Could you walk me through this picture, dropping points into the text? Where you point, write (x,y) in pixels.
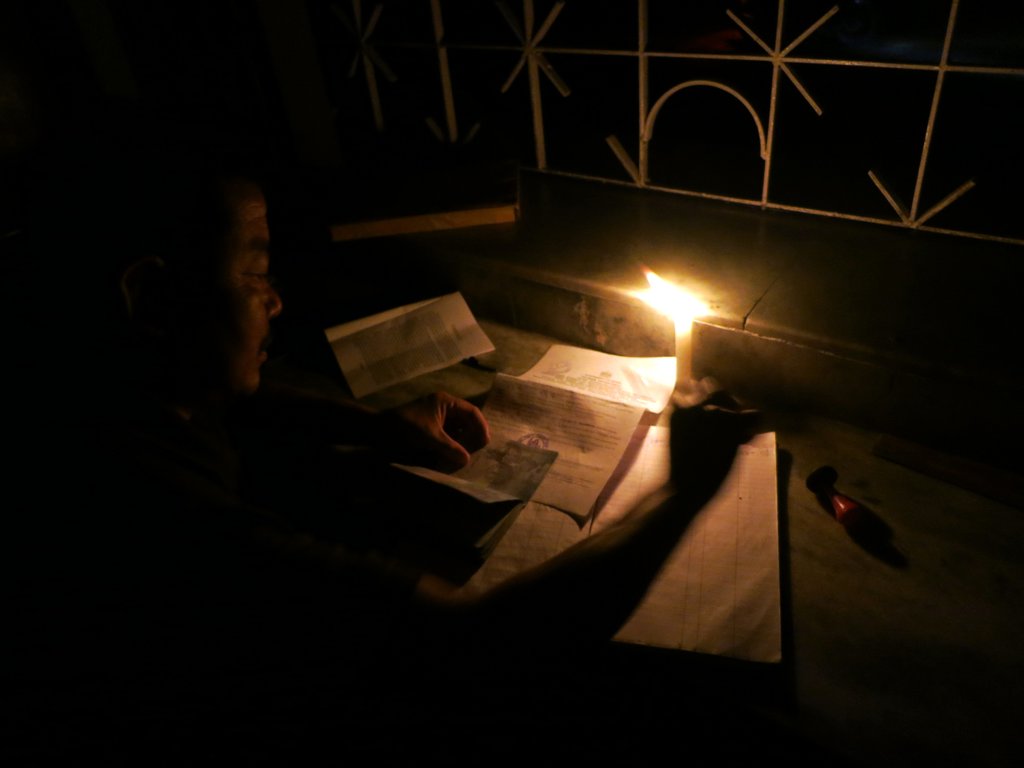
This picture shows a candle (685,331) and we see few papers (566,520) and we see a man (225,250) writing with a pen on the paper (728,546) and we see a metal fence (968,189).
